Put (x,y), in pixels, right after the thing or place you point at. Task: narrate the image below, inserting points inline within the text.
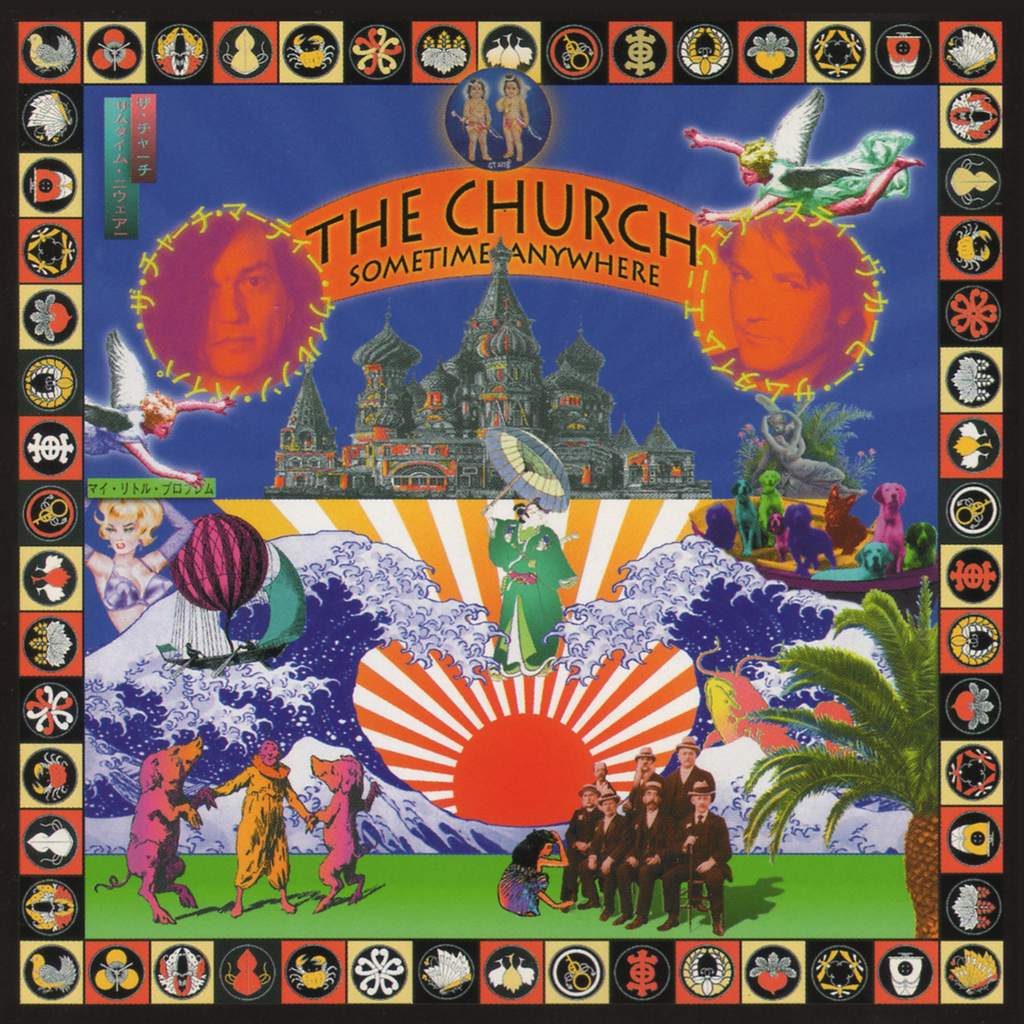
In this image we can see a poster (664,833). On poster (639,879) we can see many logos (906,973). There are many people (615,869) in the image. There are many objects (553,401) in the image. There is some text (507,209) on the poster (457,188). There are few trees (905,735) in the image.
